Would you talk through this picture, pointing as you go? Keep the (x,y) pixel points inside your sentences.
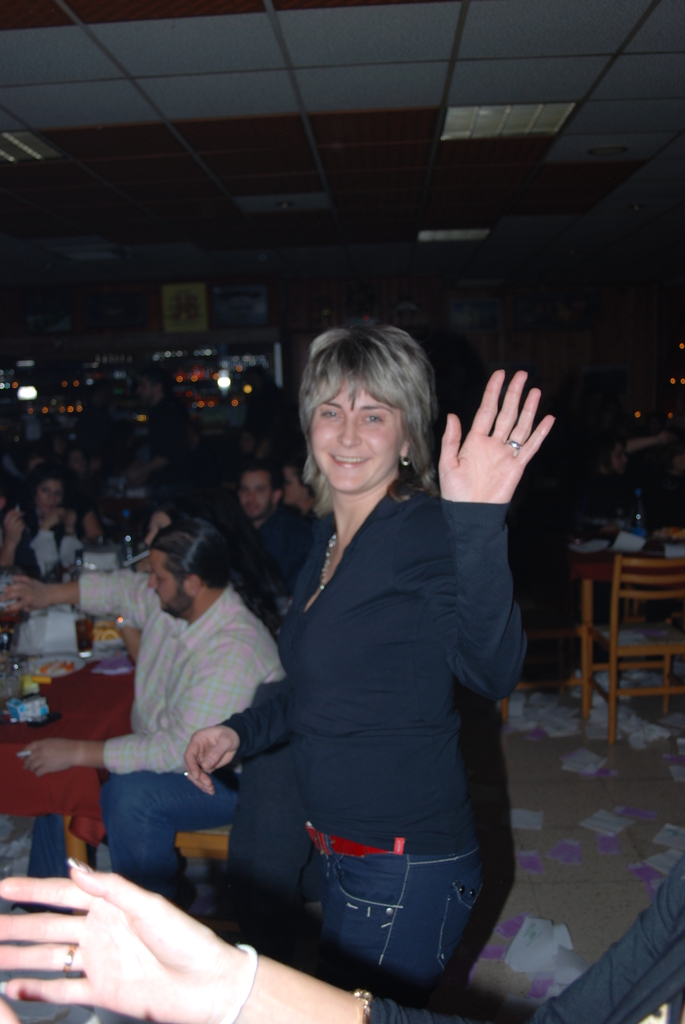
There is a group of a people (133,475). They are sitting on a chair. There is a table (107,697). There is a glass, bottles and tissue (116,657) on a table (112,683). In the center (392,492) we have a woman (410,531). she is standing.
